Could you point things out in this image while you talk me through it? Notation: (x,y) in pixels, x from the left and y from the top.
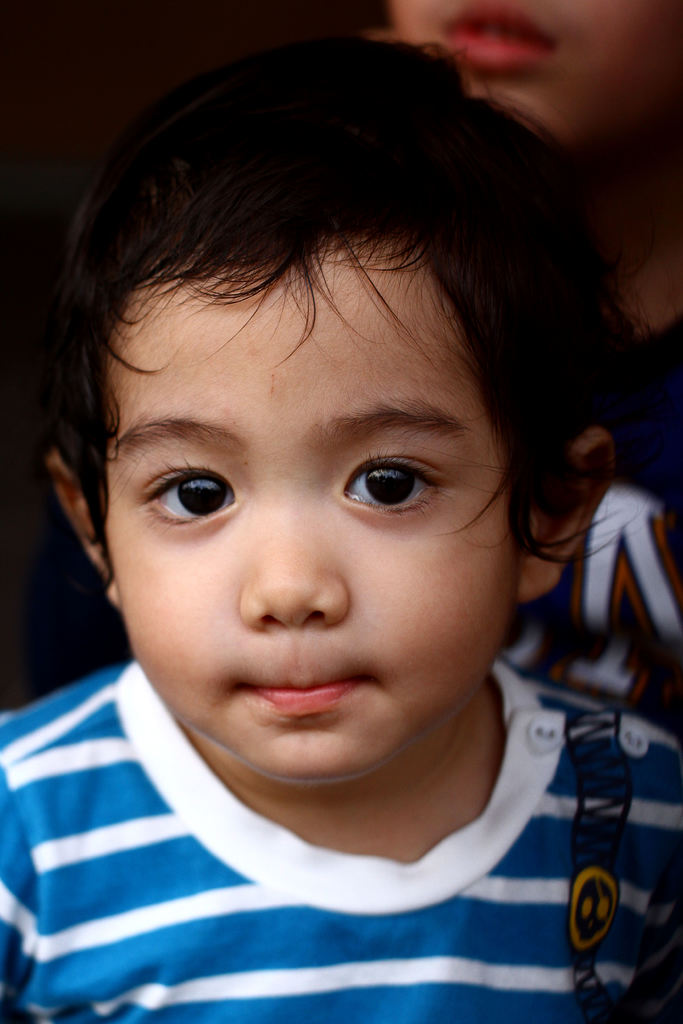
In this picture there is a boy (407,513) with white and blue t-shirt (286,925). At the back (625,28) there is a person (579,159).
